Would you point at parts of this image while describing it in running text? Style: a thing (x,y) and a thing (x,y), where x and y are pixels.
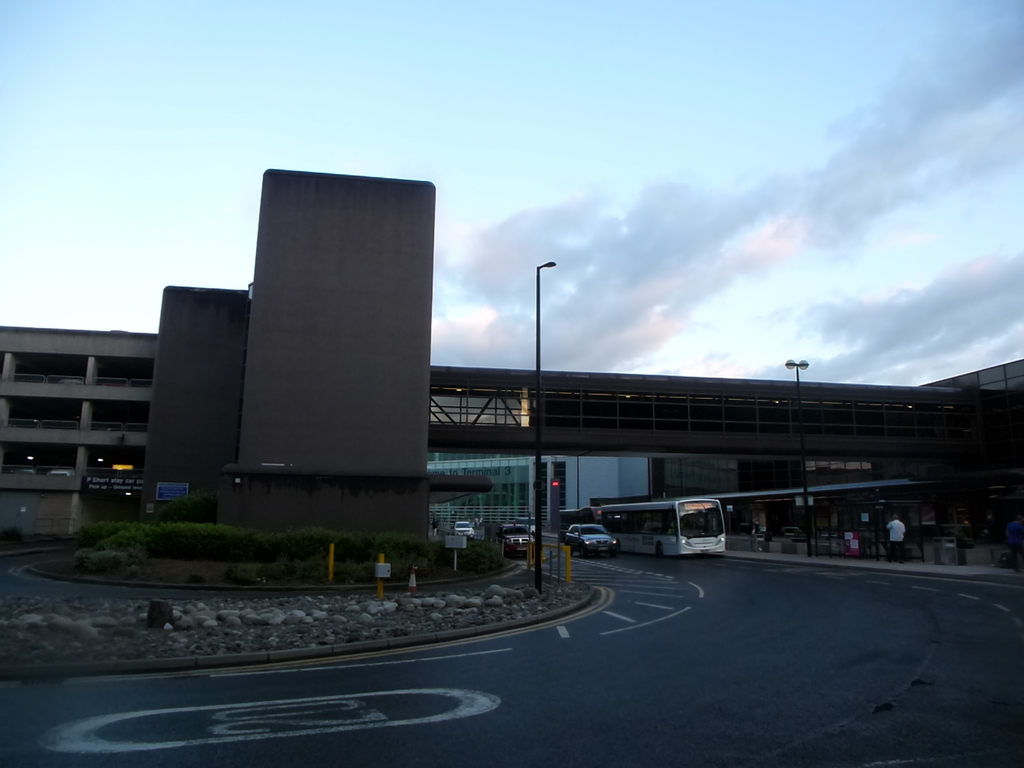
In this picture we can see building (423,488). Here we can see a bus (634,539), car (579,531) on the road (650,583). Beside that we can see street lights (538,538) and there is a man (899,559) who is walking near to the shade (863,546). On the top (535,130) we can see sky (781,224) and clouds (835,212).
